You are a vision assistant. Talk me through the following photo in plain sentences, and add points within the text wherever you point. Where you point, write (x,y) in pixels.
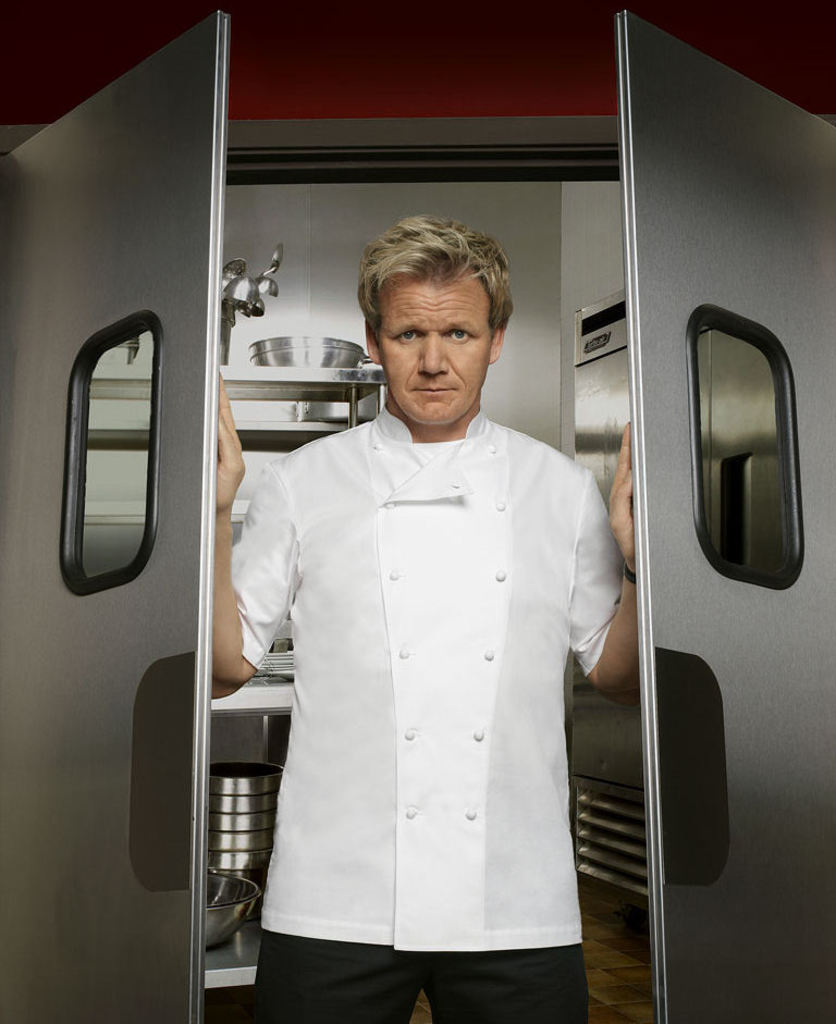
In this image in the center (454,516) there is one man (499,524) who is standing and he is opening the door (31,423) It seems, and in the background (512,391) there are some steel vessels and there is wall (326,90). At the bottom (624,950) there is floor (642,969).
